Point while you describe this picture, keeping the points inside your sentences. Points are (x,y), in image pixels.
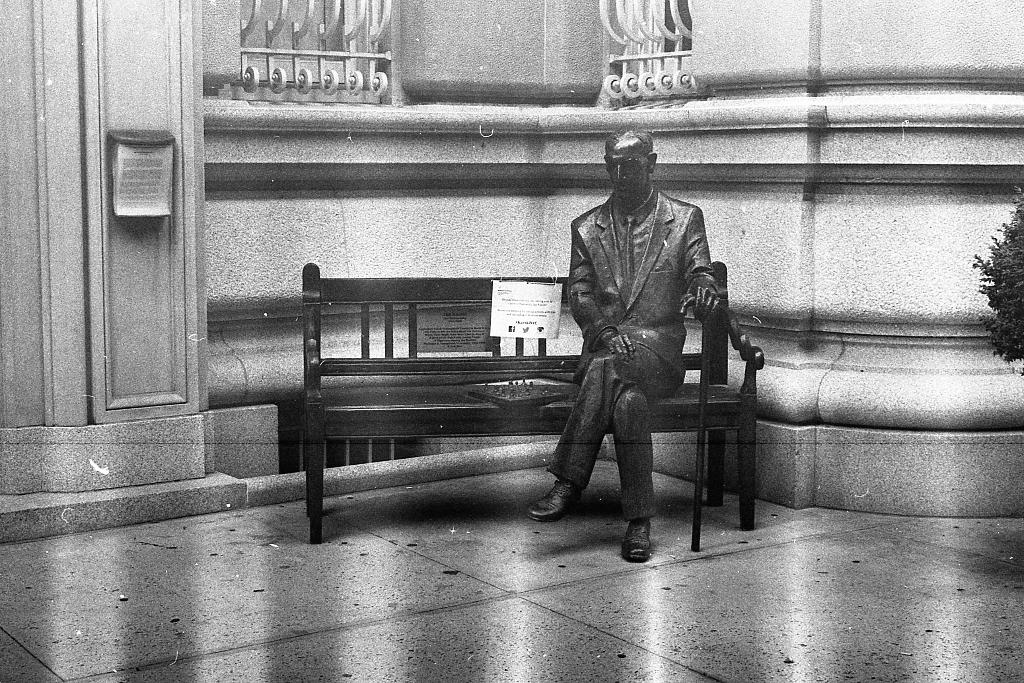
In this image, we can see a sculpture (622,422) sitting on a bench (556,403). In the background (153,122), there is building (788,197) and on the right (1012,307), we can see a tree (1012,297).
